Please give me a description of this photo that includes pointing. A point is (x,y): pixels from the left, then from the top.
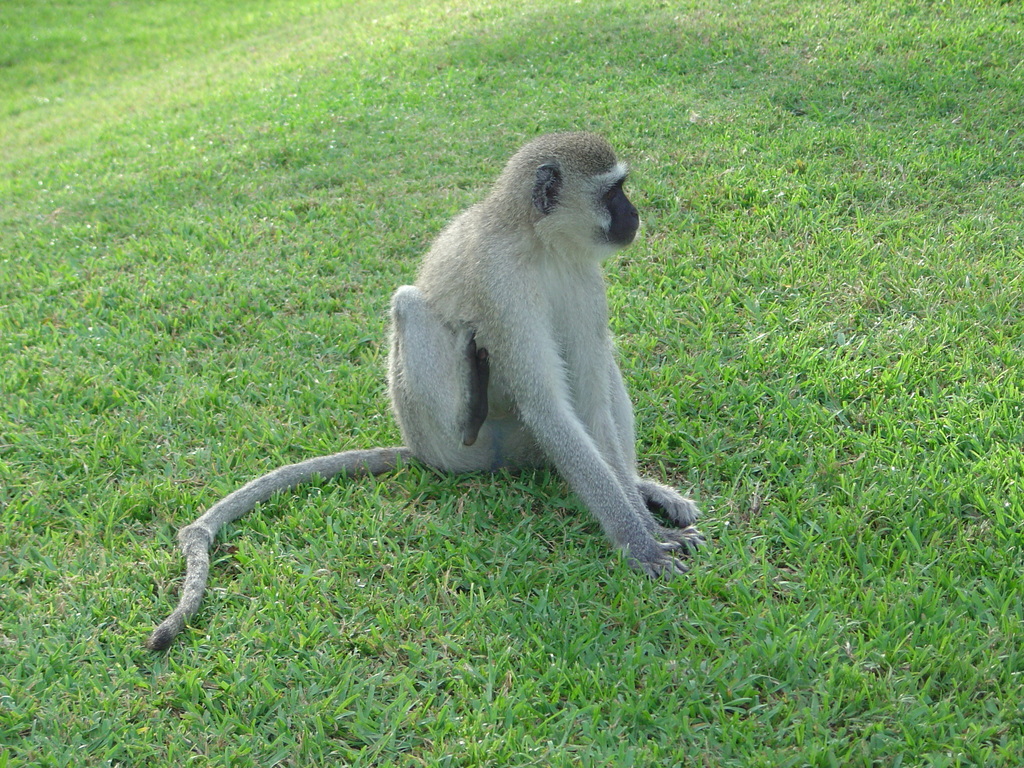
In this image we can see a monkey (434,383) on grassy land (438,166).
